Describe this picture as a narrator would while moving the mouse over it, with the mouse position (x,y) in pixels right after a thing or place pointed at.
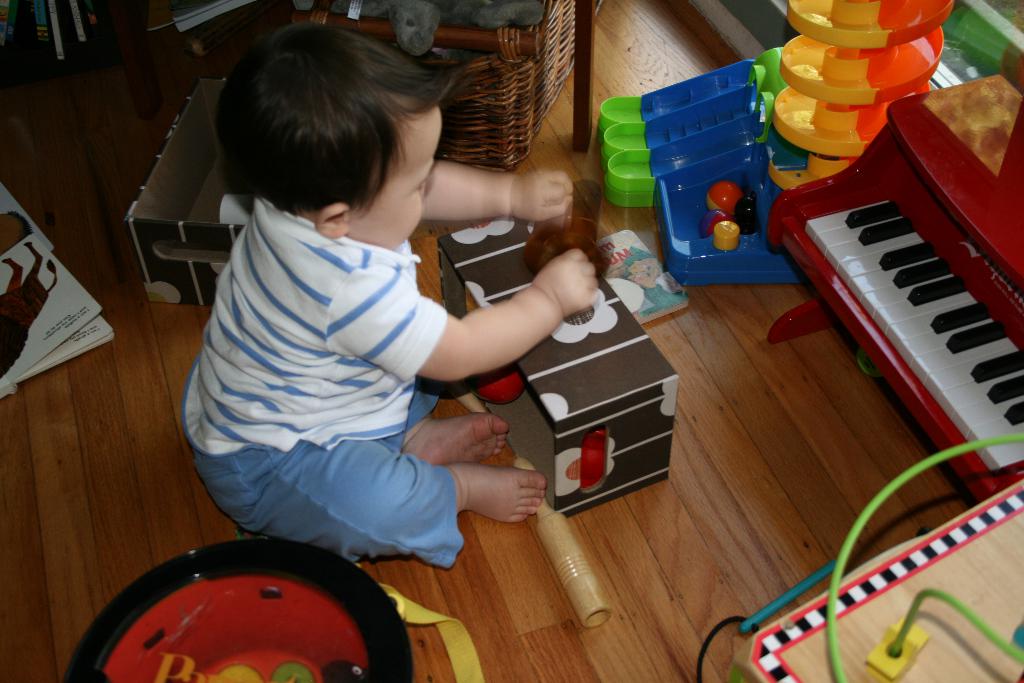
In this picture, there is a kid (339,354) playing with some toys (608,330) in front of him on the floor (525,607). Beside him, there is a basket (571,63) with a teddy bear (421,27) in it.
